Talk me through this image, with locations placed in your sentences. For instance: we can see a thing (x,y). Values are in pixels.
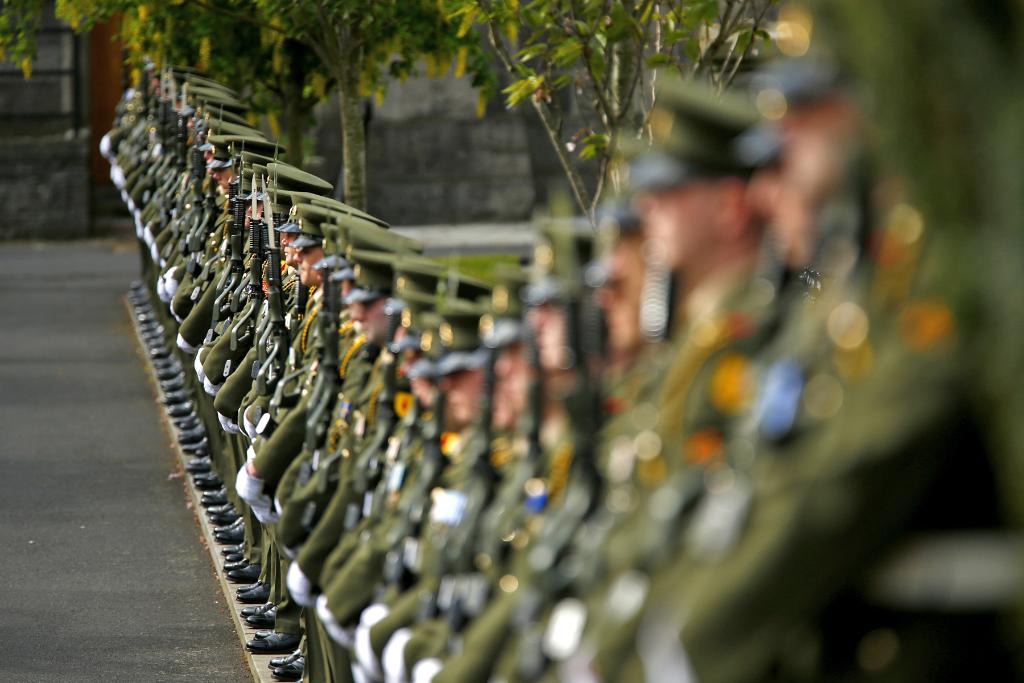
In this image there are a group of persons (353,382) standing, they are wearing caps (250,164), they are holding a gun (494,482), there is a road (82,520) towards the bottom of the image (98,578), there are trees (396,62) towards the top of the image (563,51), at the background of the image (408,130) there is a wall (424,123), the image is blurred towards the right of the image (874,337).
